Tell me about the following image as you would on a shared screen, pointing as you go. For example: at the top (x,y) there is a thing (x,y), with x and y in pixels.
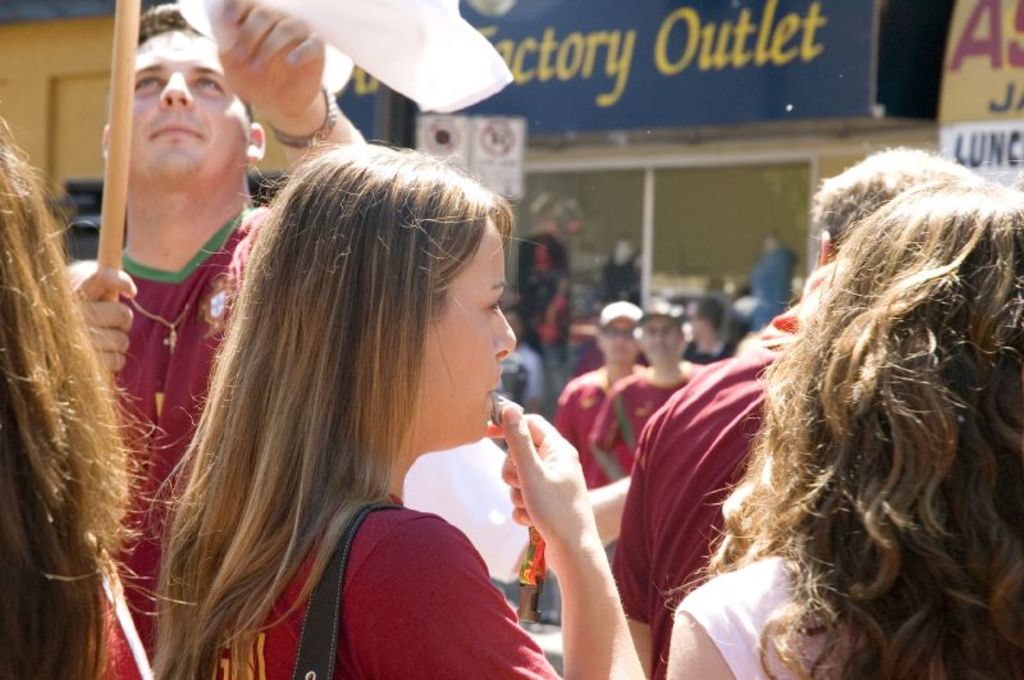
There is a person (207,66) in red color t-shirt (174,388) holding a stick (121,62) with one hand (123,292) and holding a white color paper (324,2) with other hand (268,41) and standing near other persons (119,428). In the background (631,409), there are persons (683,331) standing near building (915,47) which is having glass windows (592,264) and a hoarding (588,48) and there are other objects (990,115).
